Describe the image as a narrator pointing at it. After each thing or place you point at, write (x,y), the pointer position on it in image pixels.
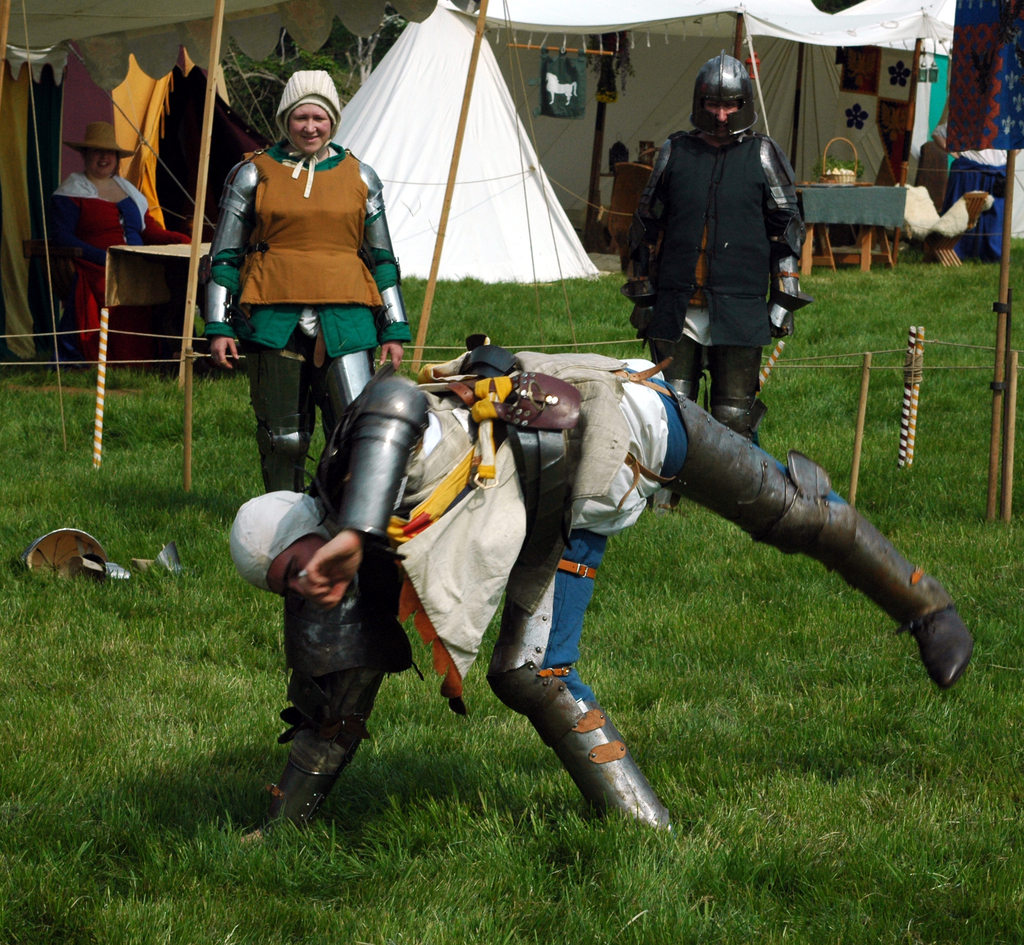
In this image we can see four people (487,372) on the ground (224,881). Here we can see grass (86,493), wooden sticks (995,365), ropes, tents (913,20), tables (834,259), and objects (917,195).
